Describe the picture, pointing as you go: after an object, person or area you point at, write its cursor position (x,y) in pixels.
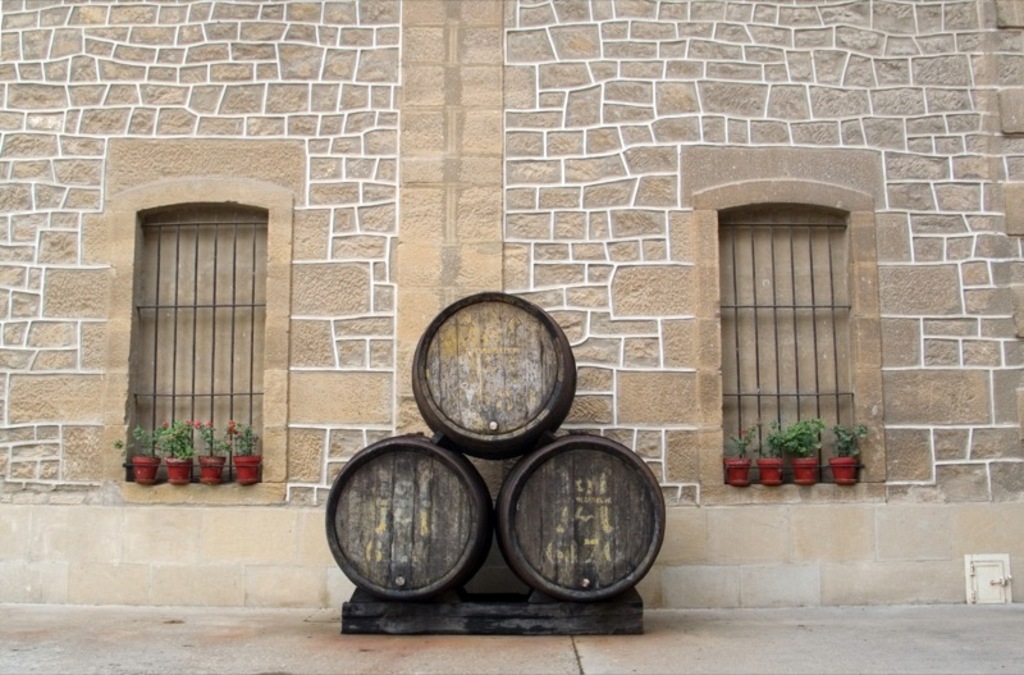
In this image we can see a building (300,304), there are some windows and flower pots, on the floor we can see a black color object (561,461).
